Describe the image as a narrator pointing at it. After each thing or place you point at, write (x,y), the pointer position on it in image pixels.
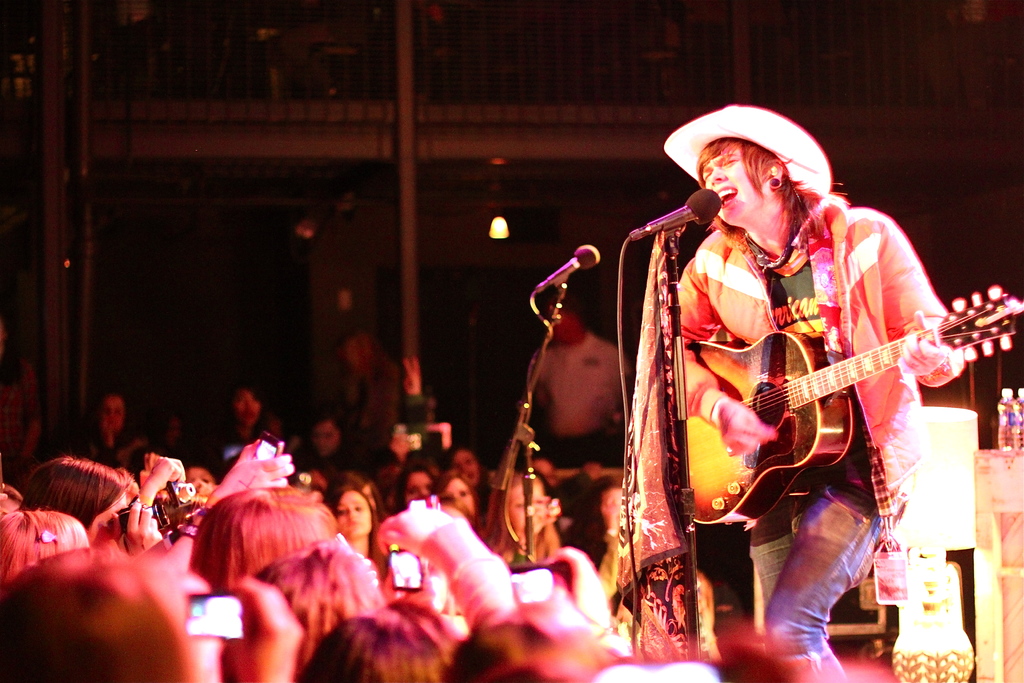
In this image there is a person (841,470) standing on a stage (875,663), he is playing guitar (765,406) and singing. There is a bottle (998,417) on the table (1012,544) behind the person (865,525), there is a microphone (644,232) in-front of the person (743,241) and there are many audience (334,540) standing and holding a phone (205,607). It seems to be a music concert.
